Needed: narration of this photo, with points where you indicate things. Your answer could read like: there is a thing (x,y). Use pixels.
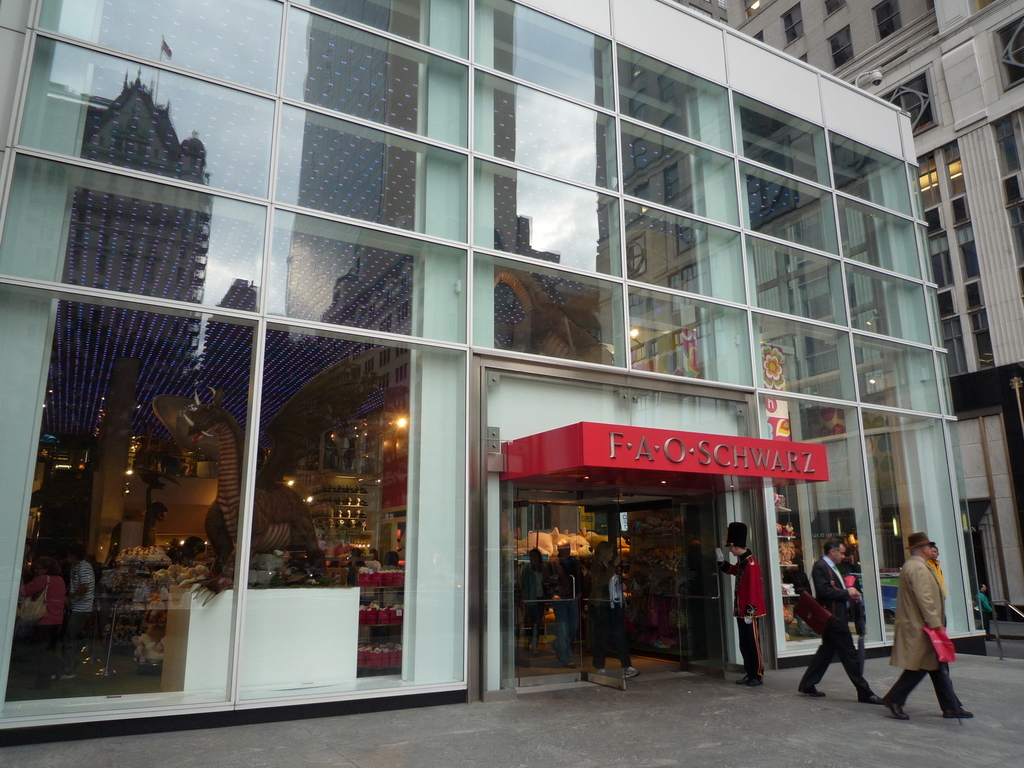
In this image we can see the glass building (450,558). We can also see the persons (836,578) walking on the path (696,723). There is also a man (735,587) standing near the entrance (709,618). We can also see the lights (404,425). On the right (961,89) there is another building (961,89).
